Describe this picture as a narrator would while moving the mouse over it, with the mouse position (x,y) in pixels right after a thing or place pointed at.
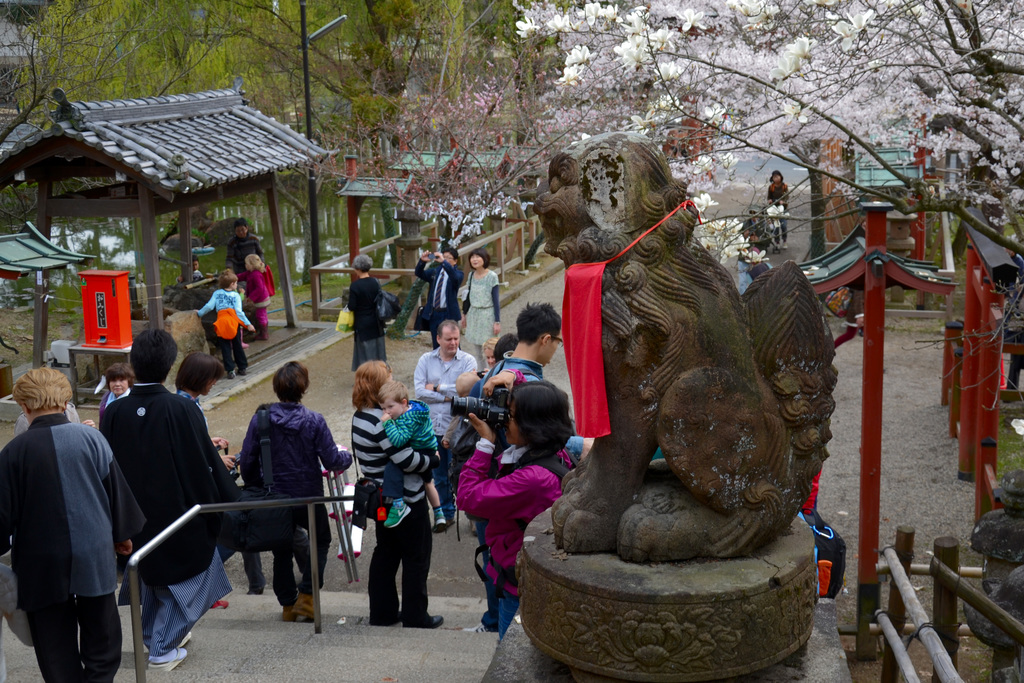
In this picture I can see there is a statue (695,409) at right side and there are stairs (347,619), few people (230,493) on the stairs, there is a railing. There are few trees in the backdrop (503,200) and there is a lake (252,199) at left side (239,209) and there are a few people (781,194) standing at the backdrop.
